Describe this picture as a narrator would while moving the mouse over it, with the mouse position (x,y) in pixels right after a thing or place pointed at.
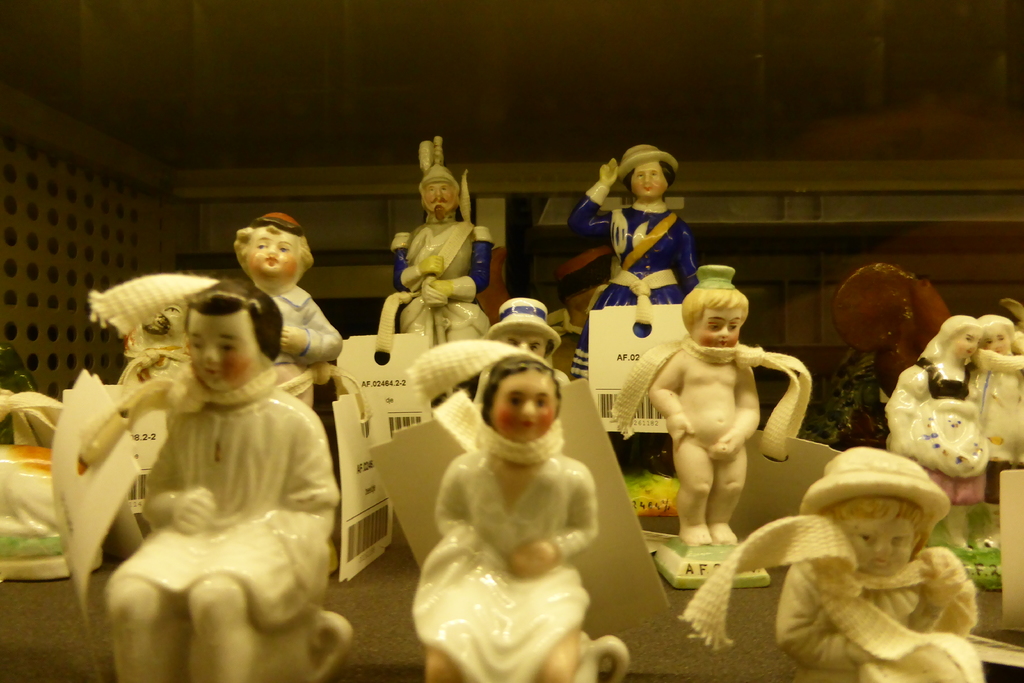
In this picture I can see some toys (475,458) with tags (403,427).
